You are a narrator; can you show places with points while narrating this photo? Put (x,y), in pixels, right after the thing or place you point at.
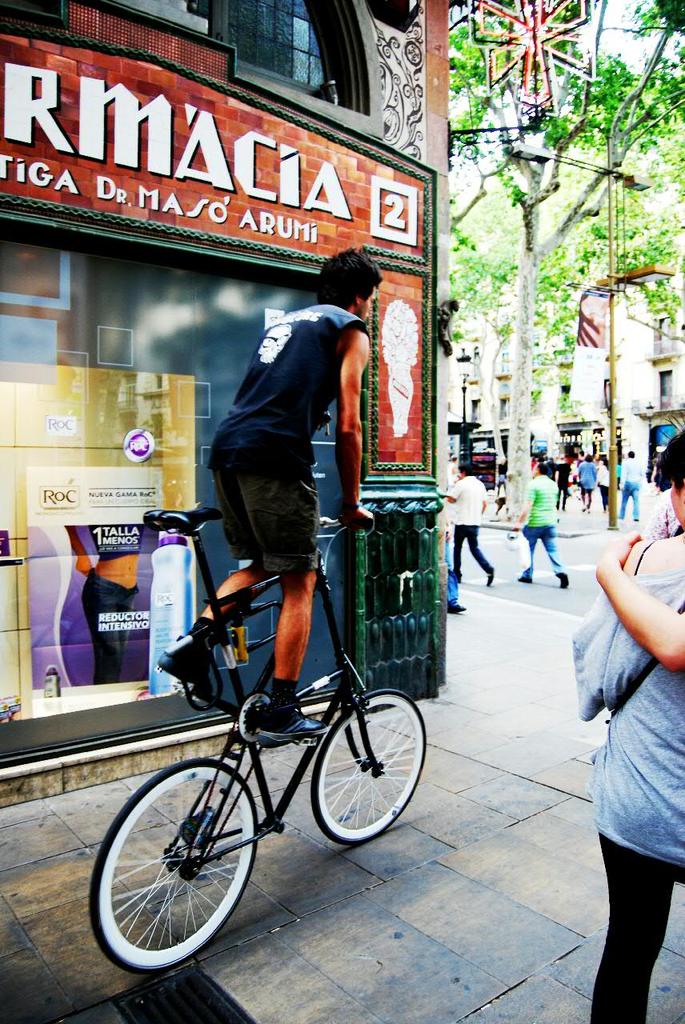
In this image I can see a group of people (644,768) are walking on the road (558,612). I can also see a man (276,523) is doing a bicycle (233,660) in front of shop (151,271).
